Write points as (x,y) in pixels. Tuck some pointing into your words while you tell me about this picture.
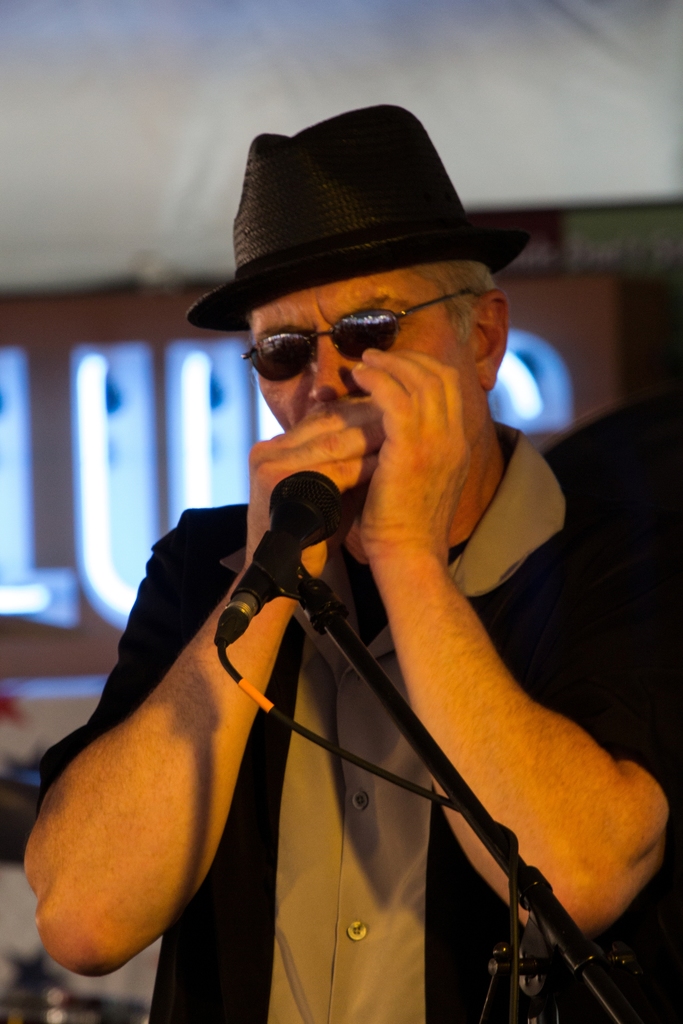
In this picture we can see a man (284,459) with a hat (270,251) and the man (458,447) is doing something. In front of the man (370,486) there is a microphone (263,576) with the stand (618,999) and a cable (249,697). Behind the man (308,626) there is a name board (62,518) and some blurred objects (18,858).
